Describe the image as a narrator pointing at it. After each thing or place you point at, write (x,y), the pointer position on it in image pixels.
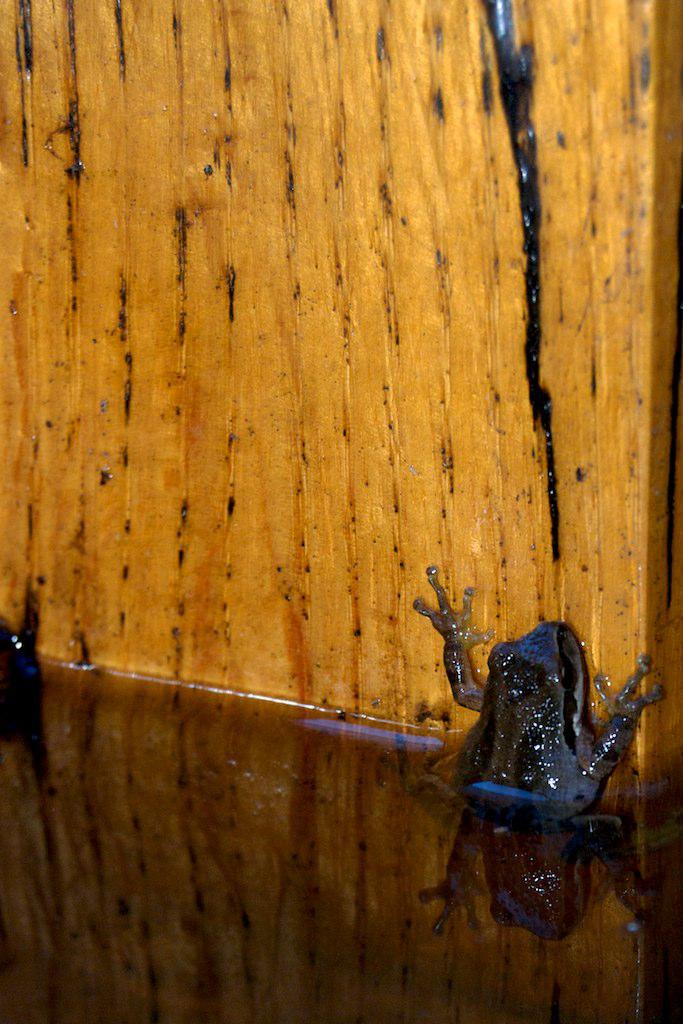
In this image there is a wooden board (274,636). On the right side of the image (530,698) there is a frog (524,718) on the wooden board (457,507).
